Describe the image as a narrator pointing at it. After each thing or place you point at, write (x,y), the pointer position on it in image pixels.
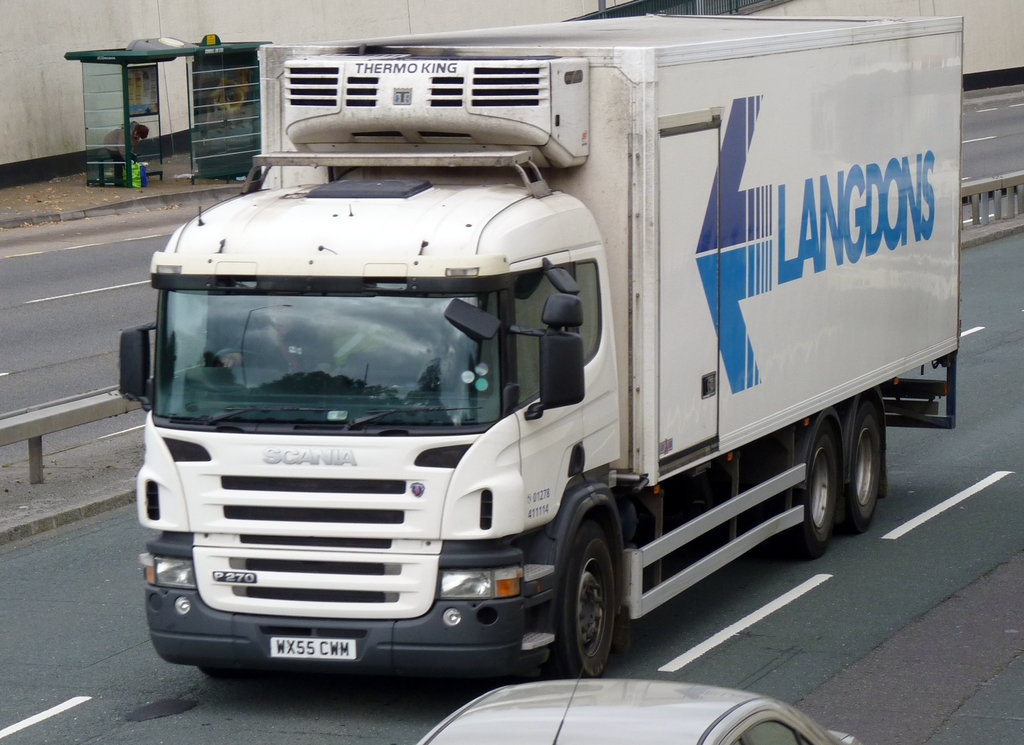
In this image we can see a person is riding vehicle (493,422) on the road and there is another vehicle (685,705) on the road (118,241) at the bottom (676,682). In the background (137,181) we can see a person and bag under the open shed (247,61), wall (184,108), divider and fence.
